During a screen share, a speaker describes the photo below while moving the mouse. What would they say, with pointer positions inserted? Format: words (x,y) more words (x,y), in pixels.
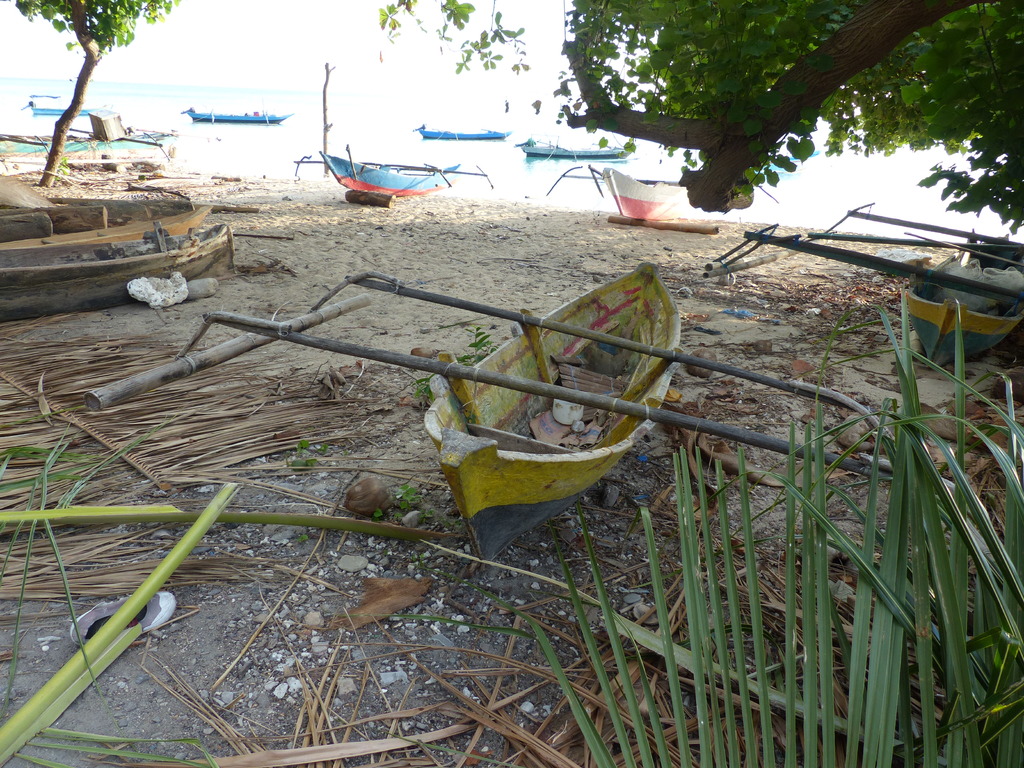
In the picture we can see a sand surface (197,599) with some dried plants (74,560), leaves (863,550), boats (978,283) and some stones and behind the sand surface (449,571), we can see water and in it we can see some boats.
